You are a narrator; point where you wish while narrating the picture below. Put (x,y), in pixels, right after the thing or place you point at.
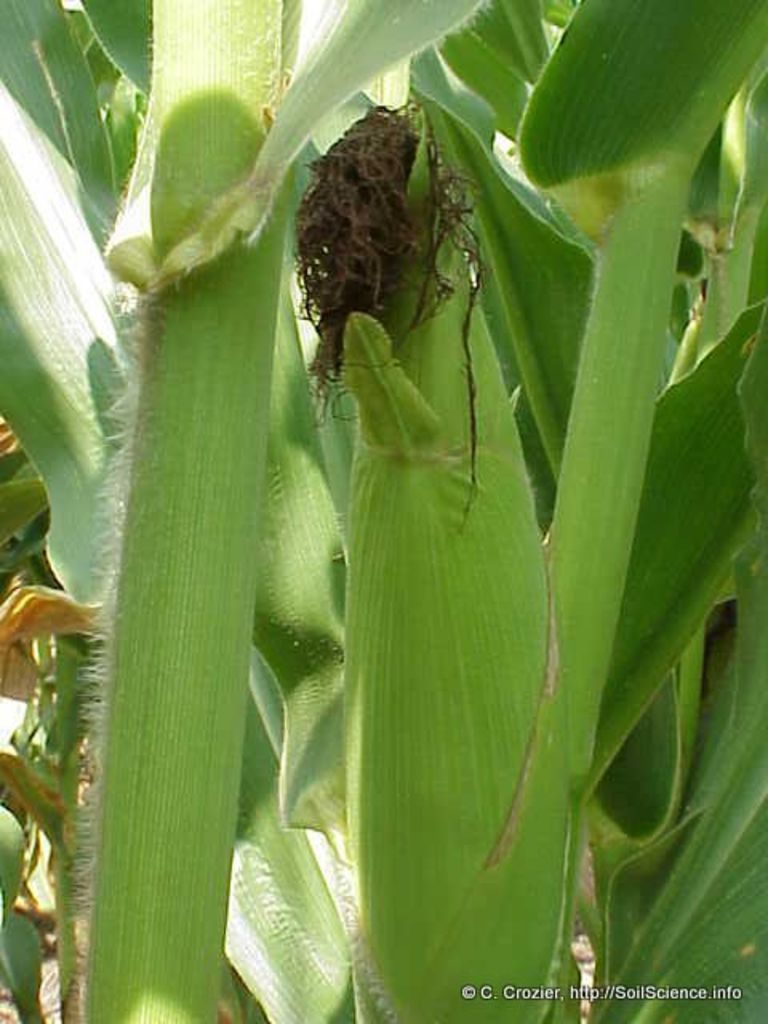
In this image we can see corn plants (477,459). At the bottom of the image (468,999) there is text (738,992).
